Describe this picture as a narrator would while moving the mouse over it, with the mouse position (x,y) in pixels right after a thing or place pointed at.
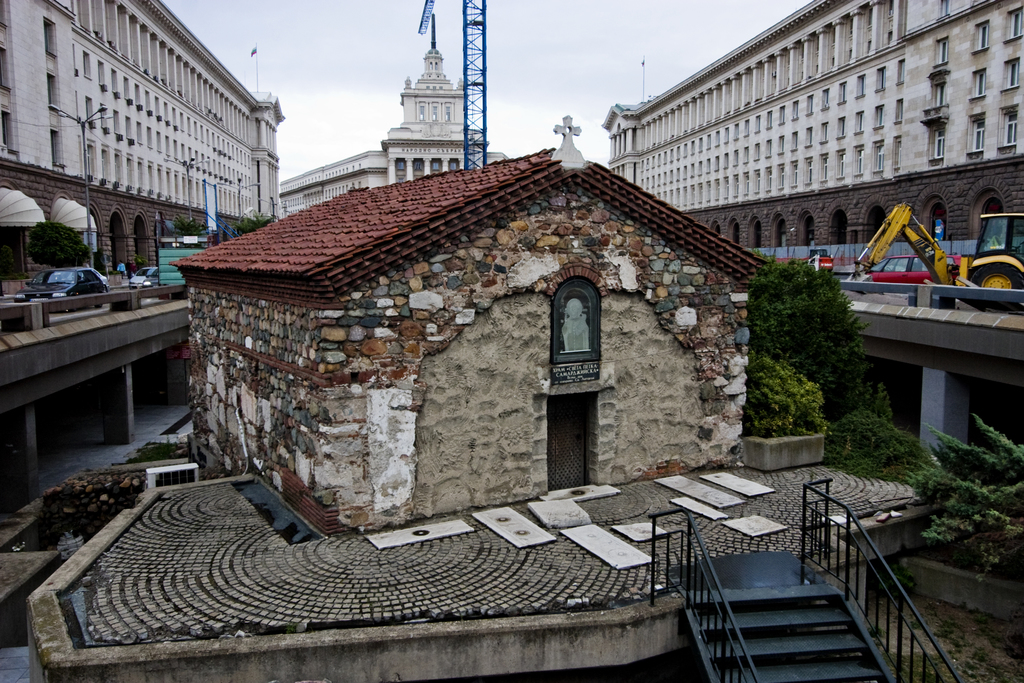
In this image we can see a metal staircase (747,618) which leads to a house (578,391), on the either side of the house (343,198) there are buildings (743,142), in front of the buildings (129,198) on the roads (124,287) there are a few cars (133,275) parked and there are lamp posts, and there are trees (819,391) on the corners of the house (680,364).
